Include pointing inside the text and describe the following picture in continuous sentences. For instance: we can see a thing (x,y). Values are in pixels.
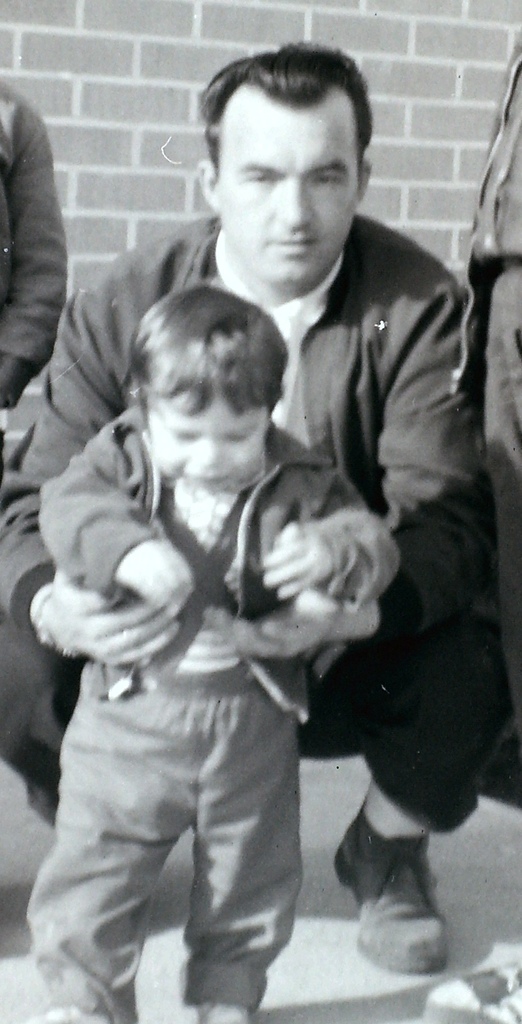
In this picture we can see a man (325,373) wearing black suit (408,537) and holding the small boy (216,551). Behind we can see the brick texture wall (328,29).
